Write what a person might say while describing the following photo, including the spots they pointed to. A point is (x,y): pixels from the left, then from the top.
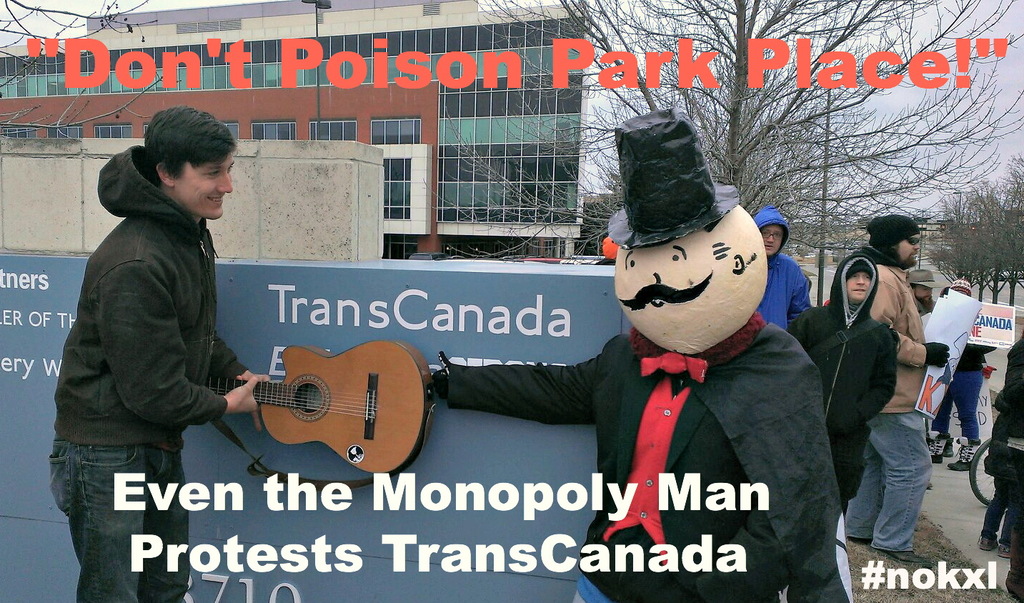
In the picture there are two persons (623,375), the left side persons (202,329) is holding a guitar (390,347) and there is a banner (251,281) beside them there are also few persons (859,294) behind them in the background (559,212) there is a building (551,106) and a tree (728,123) and sky (947,135).
